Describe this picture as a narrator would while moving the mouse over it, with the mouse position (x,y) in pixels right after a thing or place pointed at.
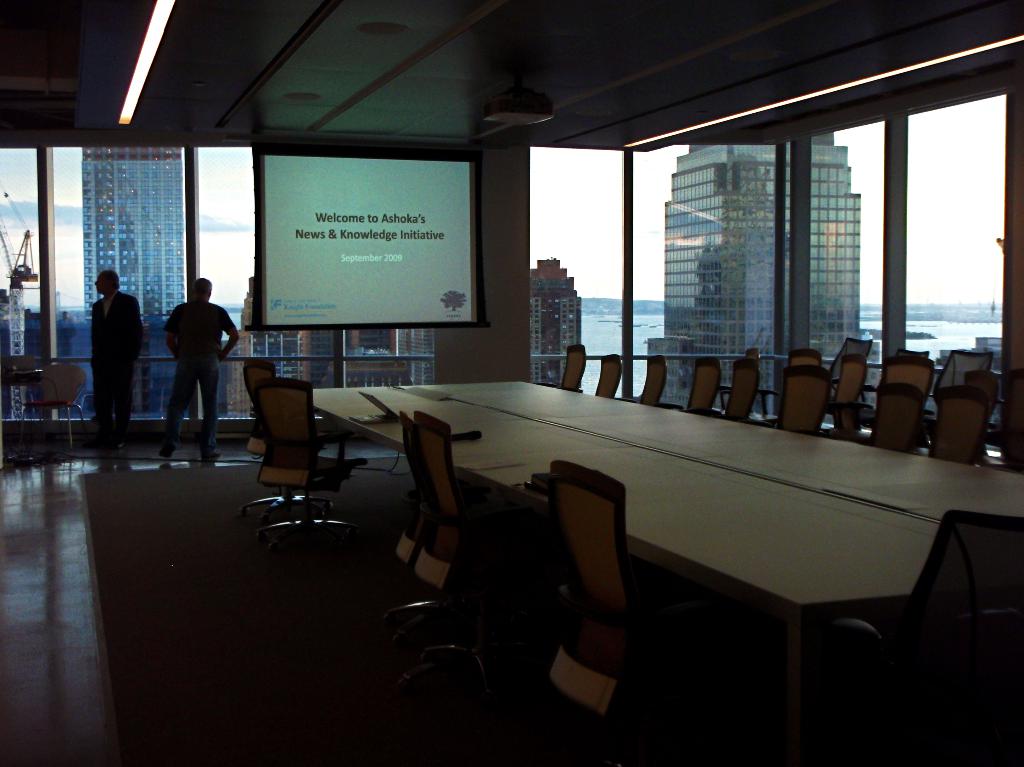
Here we can see a table (397,403) with chairs arrangement (718,369) on the right side (966,510). Here we can see a two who are standing and this person (100,440) is observing something. This is a screen (398,238) and this is a building (731,218).
